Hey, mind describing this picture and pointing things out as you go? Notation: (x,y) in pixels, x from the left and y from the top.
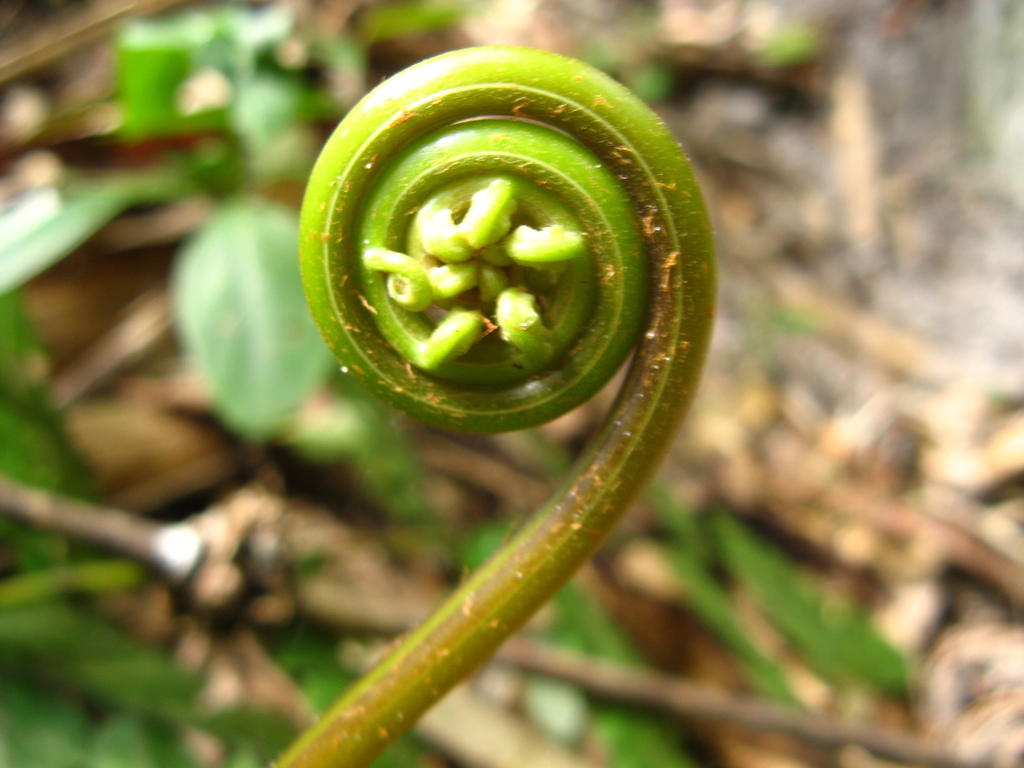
In this picture we can see plant (461,51). In the background of the image (776,473) it is blurry and we can see leaves (136,673).
